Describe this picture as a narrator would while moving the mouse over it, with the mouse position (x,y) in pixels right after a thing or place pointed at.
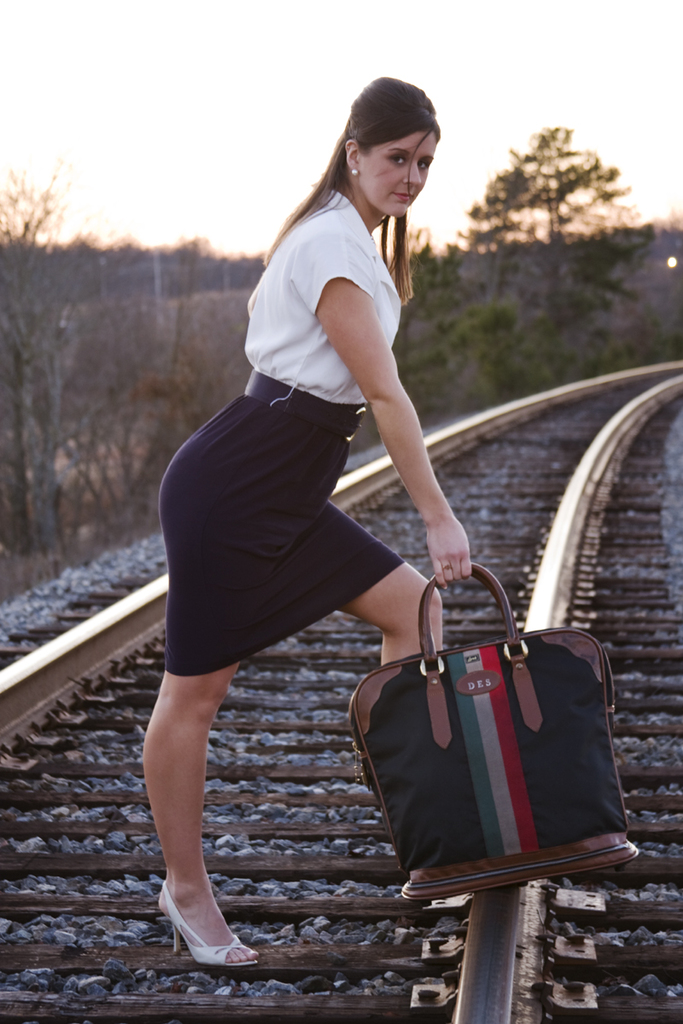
At the top (543,91) we can see sky (302,74), trees (462,254) and a bare tree (4,392). Here we can see one women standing on a railway track (66,664) and she is holding a bag (433,699) in her hand (448,539).
